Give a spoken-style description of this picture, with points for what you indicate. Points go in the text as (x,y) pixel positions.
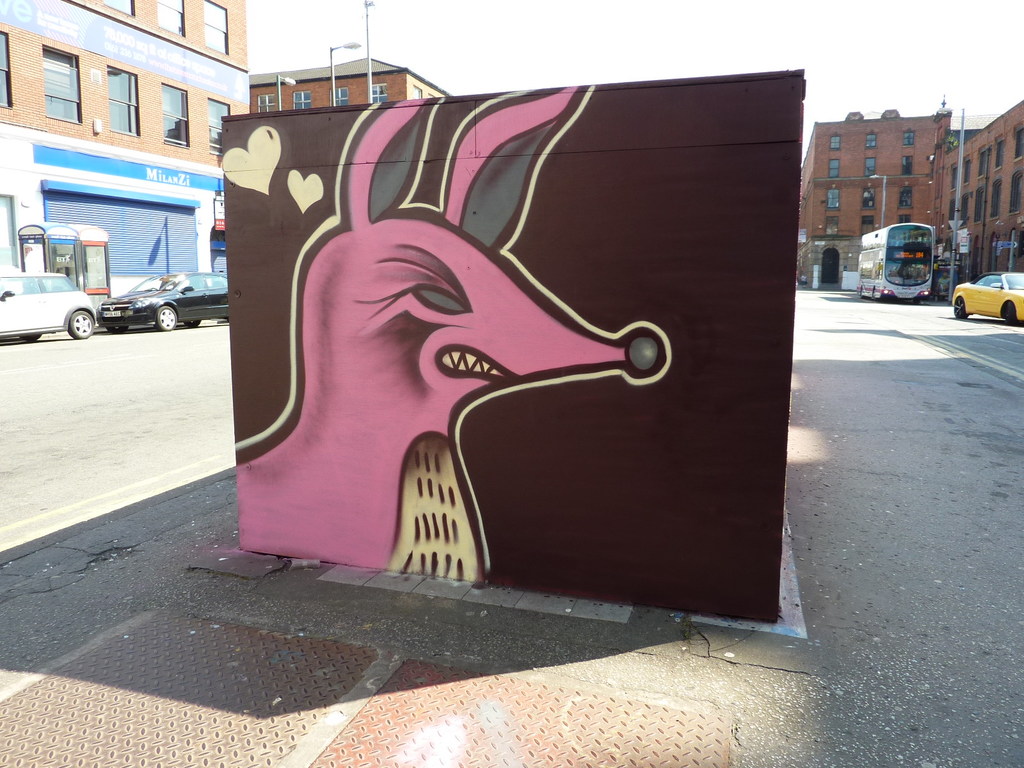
In this picture we can observe a pink color painting (373,331) on the brown color background (561,409). We can observe a road (181,398) here. There are some vehicles (157,325) on the road (940,311). In the background (932,200) there are buildings (89,133), poles (369,63) and a sky (690,38).
